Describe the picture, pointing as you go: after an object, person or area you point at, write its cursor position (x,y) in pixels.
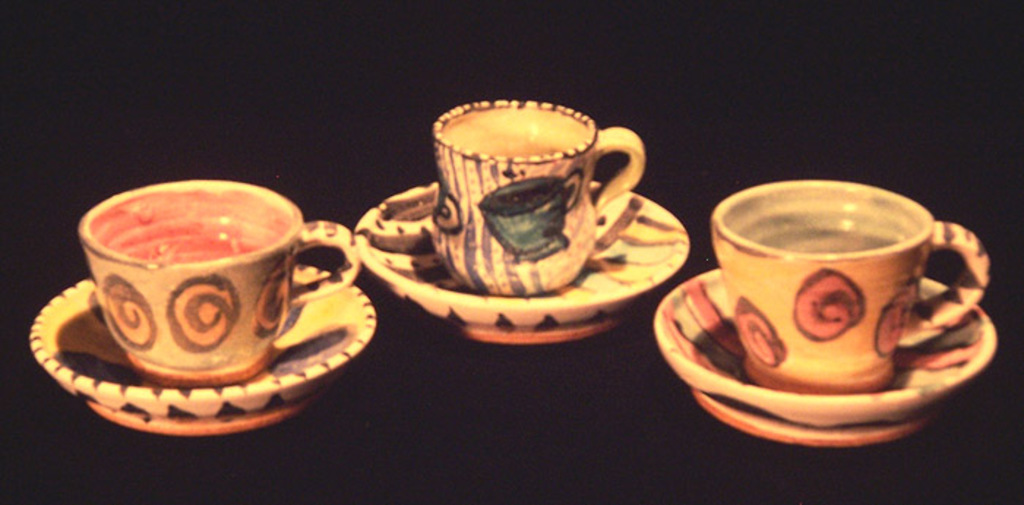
In the picture I can see cups (482,245) and saucers (611,219). The background of the image (608,92) is dark.
